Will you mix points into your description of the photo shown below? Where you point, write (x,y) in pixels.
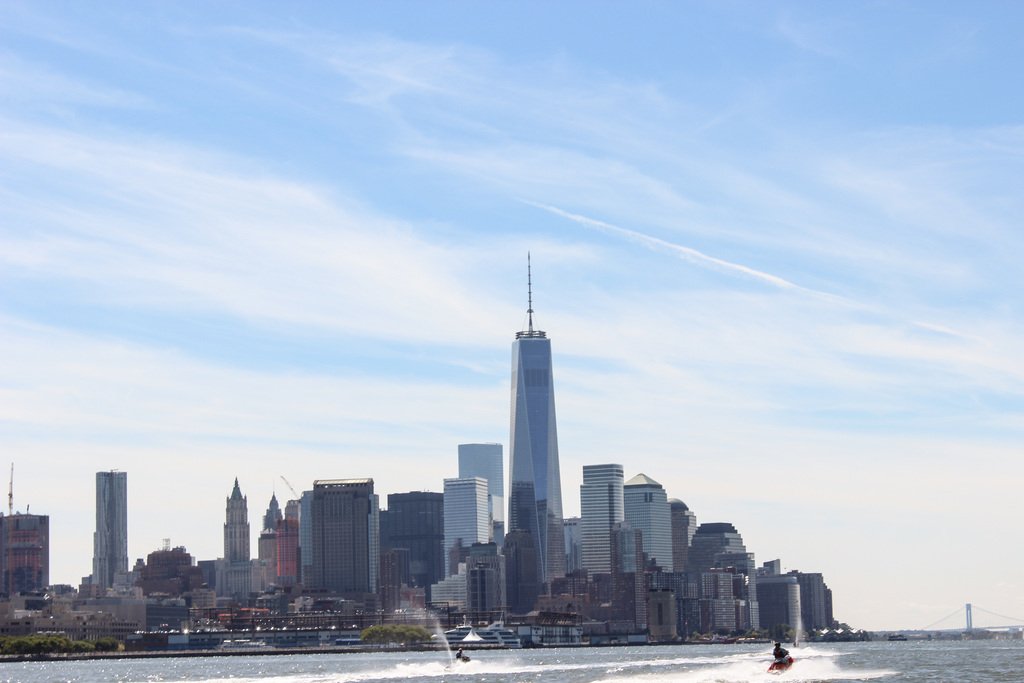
In this image on the foreground (466,658) few people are surfing using motor board (466,658). In the background (134,576) there are towers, buildings (126,519), trees (374,628), road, bridge (1014,624). The sky (501,309) is cloudy.
